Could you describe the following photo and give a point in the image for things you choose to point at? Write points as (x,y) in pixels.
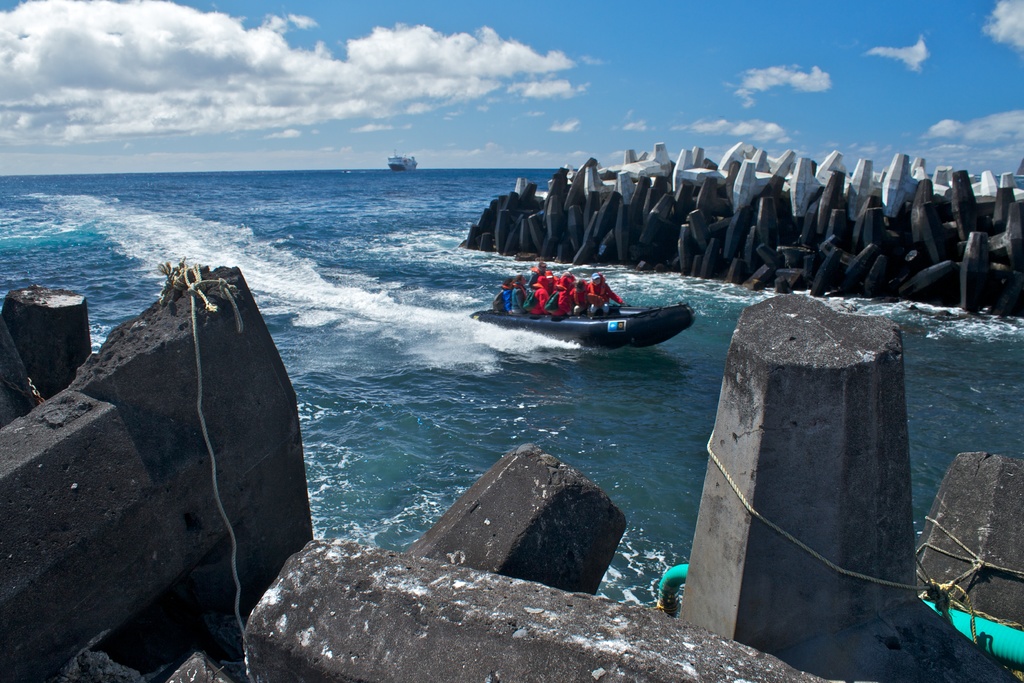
There is water (374,318). There is a boat (580,338) in the water (397,490). On the boat (610,313) there are people (550,299). Also there are big stones (369,566) on the sides. In the background (361,54) there is sky (371,65) with clouds (408,74) and boat (394,168) in the water (356,180).
